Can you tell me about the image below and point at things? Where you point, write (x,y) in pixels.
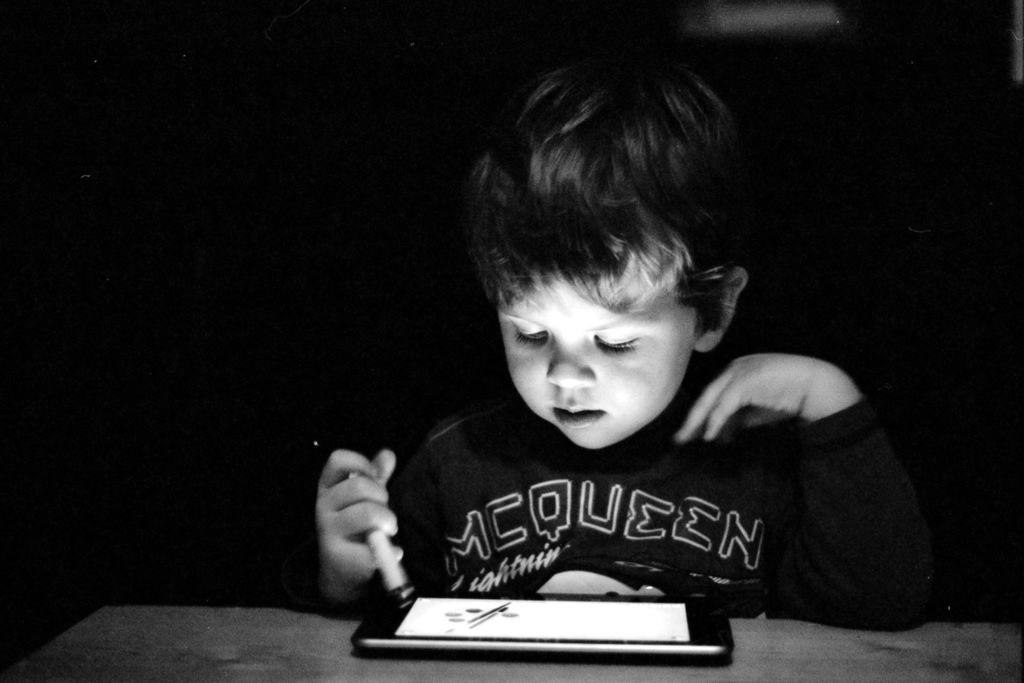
In this picture there is a boy (786,360) sitting and looking at the tablet (600,631).
